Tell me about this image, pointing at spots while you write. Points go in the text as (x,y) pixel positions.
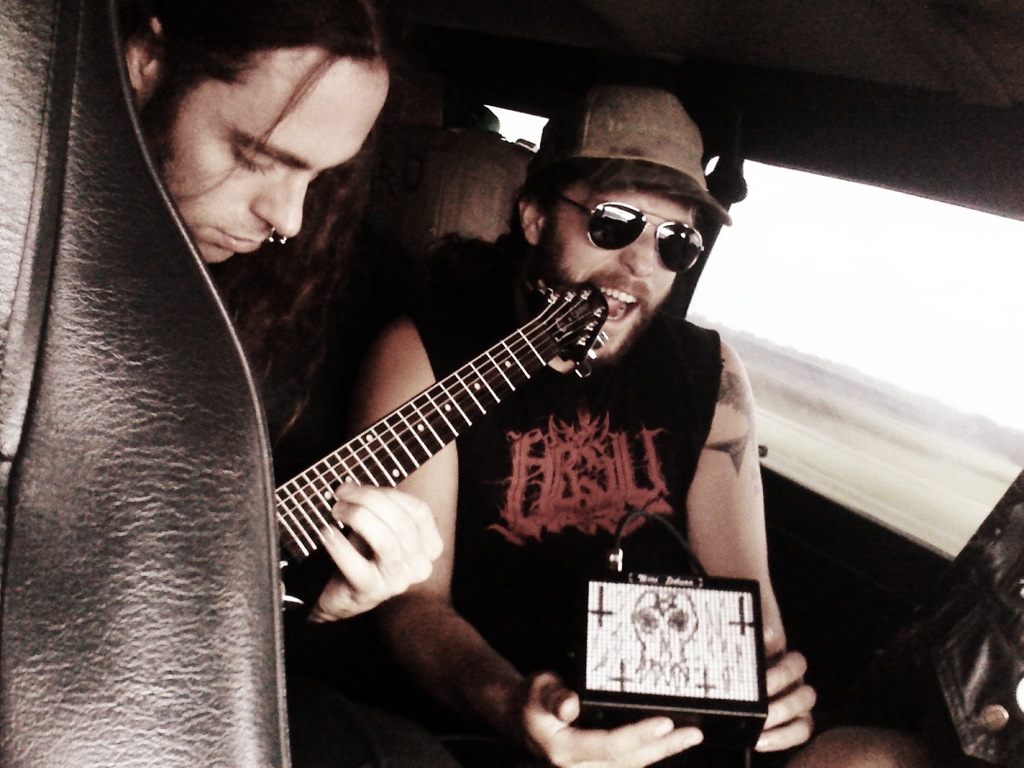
There are two members (606,549) in a vehicle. One of the guy (179,88) is holding a guitar (451,408) and other guy (606,237) is wearing a spectacles (619,234) and a hat (617,168). In the background (817,444) we can observe sky (835,305) and some land (854,396) here.
